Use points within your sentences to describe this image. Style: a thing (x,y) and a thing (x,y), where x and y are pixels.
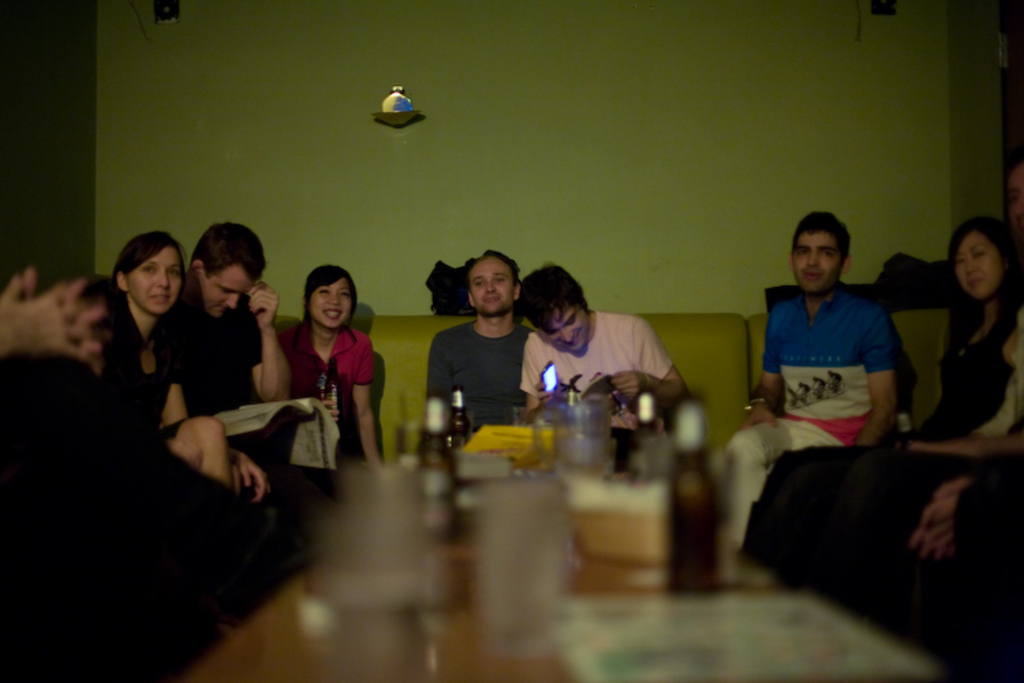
In this picture there are group of people (432,347) sitting on the sofa (702,371). In the foreground (502,643) there are glasses (513,545) and bottles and papers (638,639) on the table (580,575). At the back (739,274) there are objects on the wall (739,274) and there is a man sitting and holding the book (271,425) and there is a man (572,371) sitting and holding the device (556,379).
